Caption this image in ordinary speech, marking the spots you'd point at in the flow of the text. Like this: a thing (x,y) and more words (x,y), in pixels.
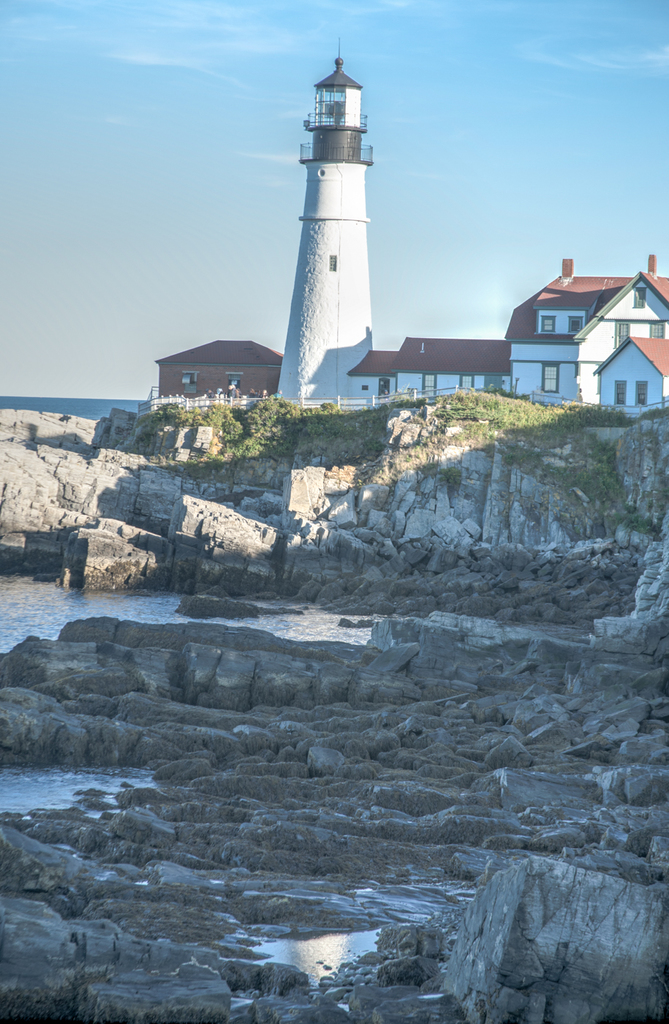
In this picture we can see rocks (269,581), water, grass (426,452), plants (444,420), railing (167,400), houses (586,374) and light house (328,396). In the background of the image (369,169) we can see the sky (505,175).
